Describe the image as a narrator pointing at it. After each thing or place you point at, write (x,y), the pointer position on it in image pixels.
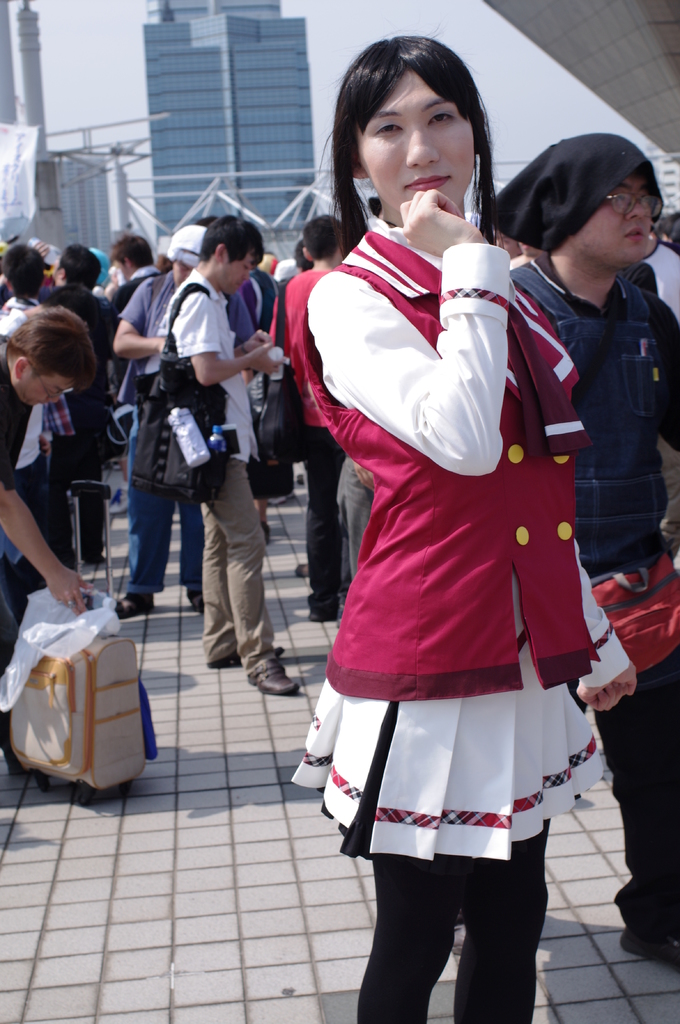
In this image we can see many people (241,272). There is a person (570,302) wearing cap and holding a bag (620,588). In the back (159,444) there is another person (174,410) holding a bag (171,469). On the floor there is a trolley (50,685). In the back (101,104) there are buildings (192,90) and there is sky (330,50).
